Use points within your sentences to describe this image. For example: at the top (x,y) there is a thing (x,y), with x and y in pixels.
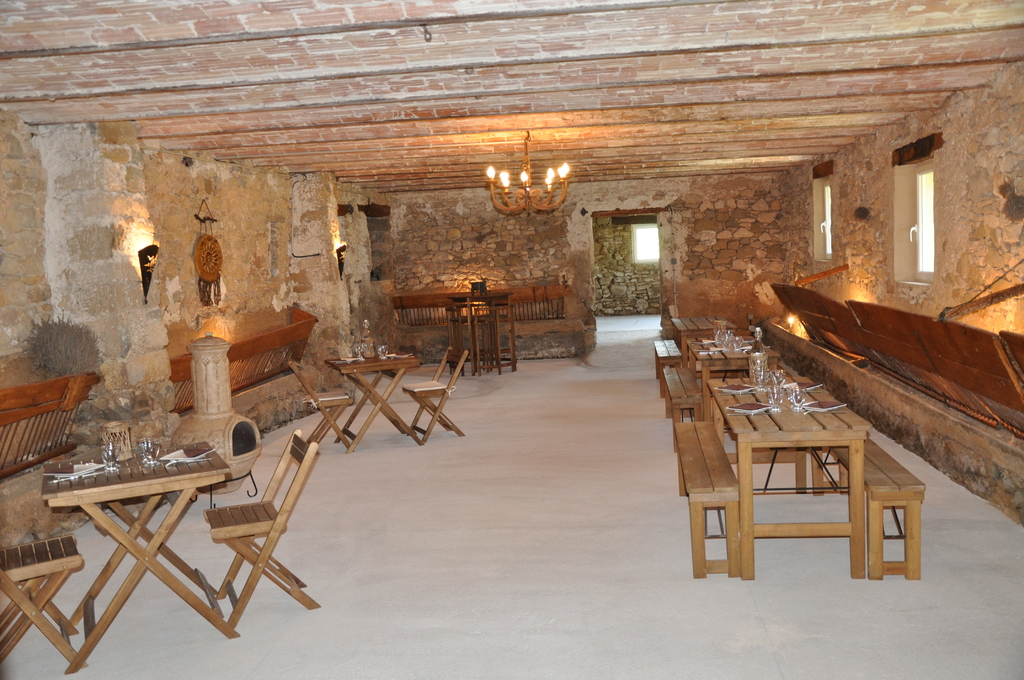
In this image there are few tables (364,428), chairs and benches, on the tables (97,480) there are glasses (110,465), papers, there are lights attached to the wall (256,296), and some lights (530,172) hanging from the roof (531,160), a fence (912,333), and object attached to the wall (234,311) and few windows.
